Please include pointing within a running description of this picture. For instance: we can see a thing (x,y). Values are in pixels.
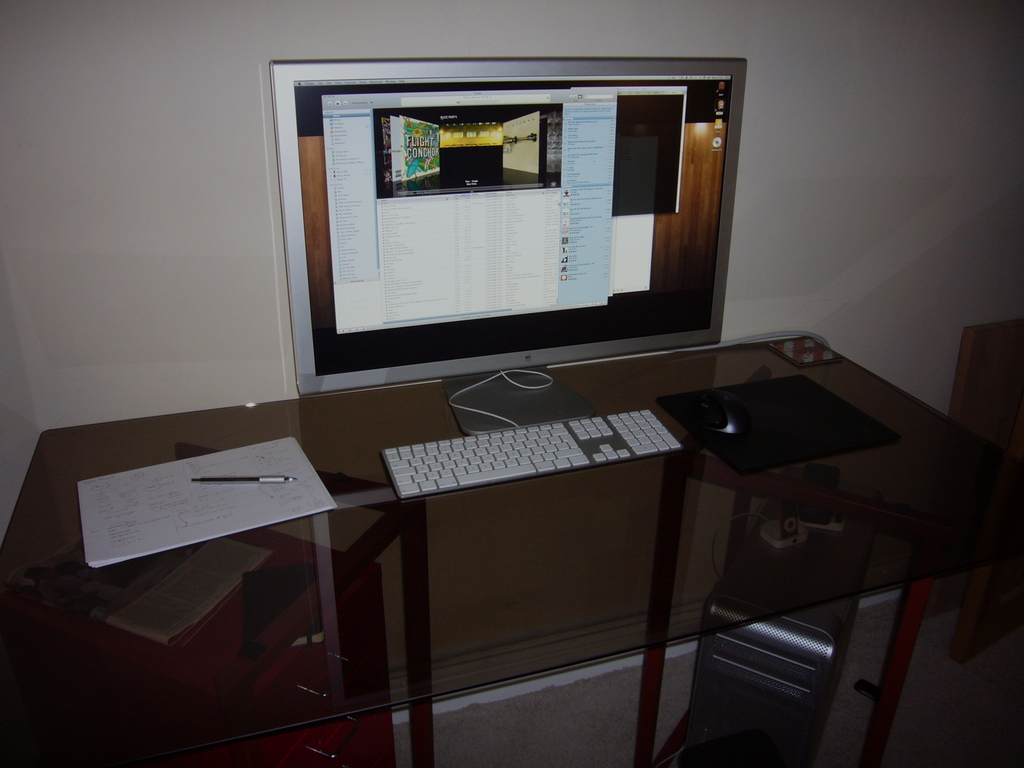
There is a glass table (477,496), on the table (559,481) there is a monitor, keyboard (544,457) and a mouse (707,427) and on the left side of the keyboard (396,453) there is a paper (163,490) and a pen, behind the table (619,518) there is a wall (950,305) and there is a CPU (765,680) kept under the table (327,629).
